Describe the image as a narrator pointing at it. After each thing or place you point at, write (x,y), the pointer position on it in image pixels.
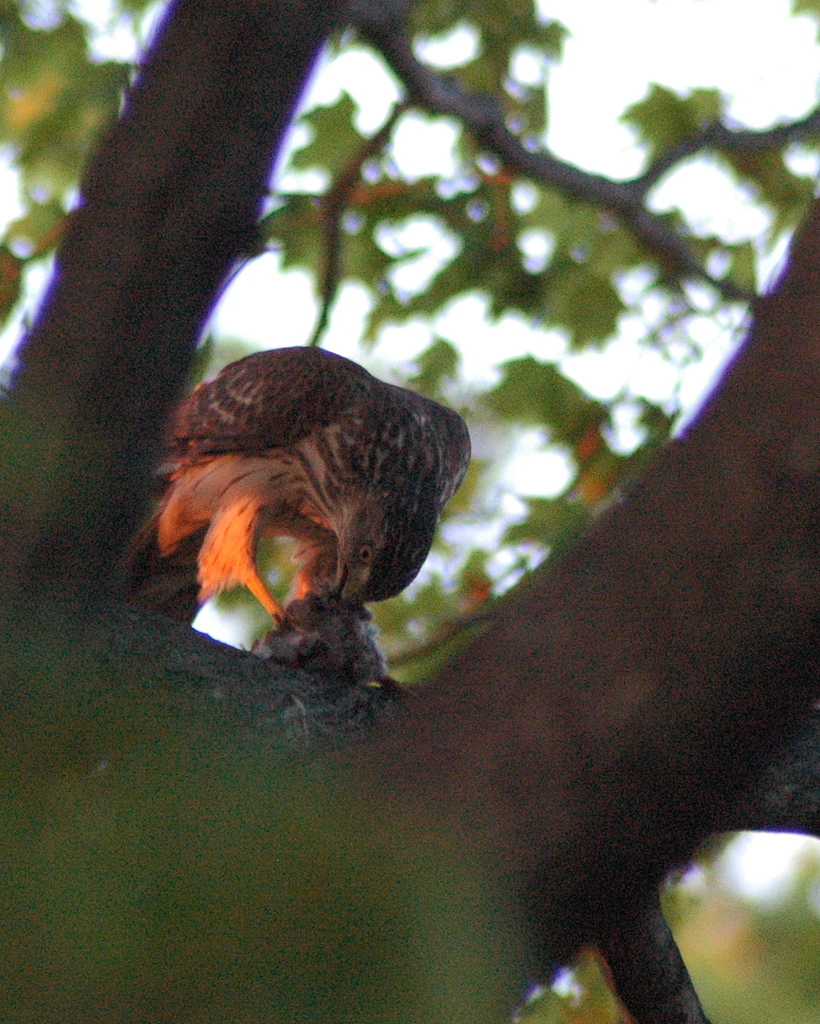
There is a tree (176,52). On that there is a bird (282,442). In the background (369,239) it is blurred.
